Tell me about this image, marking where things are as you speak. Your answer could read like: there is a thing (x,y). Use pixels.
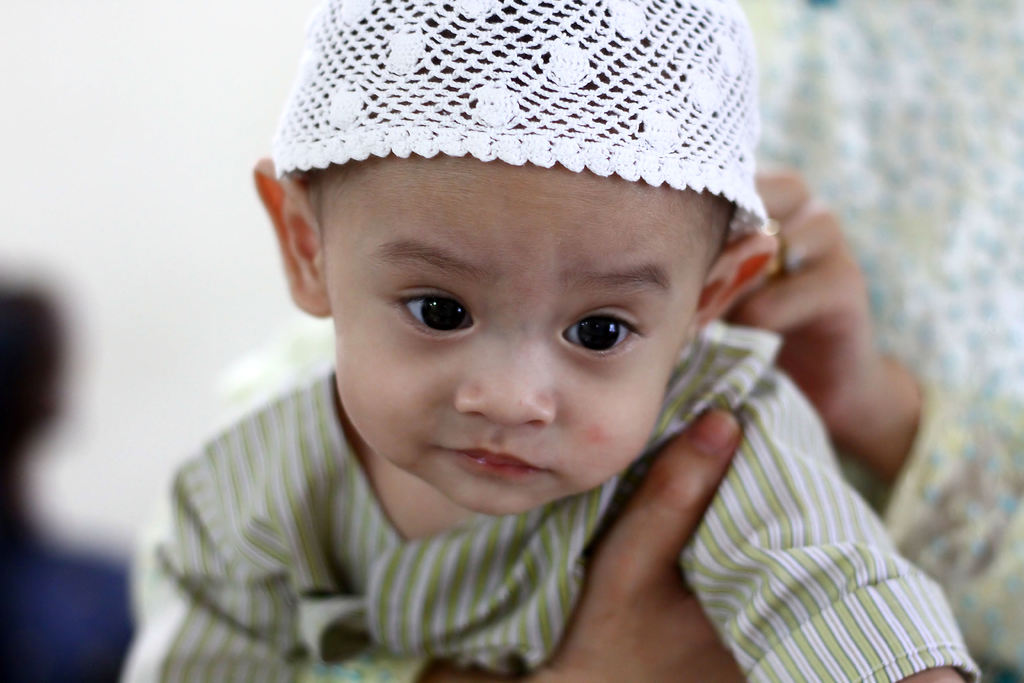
In the picture we can see a child (776,597) wearing a cap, which is white in color and a person (807,340) holding the child (813,597) from the back.
